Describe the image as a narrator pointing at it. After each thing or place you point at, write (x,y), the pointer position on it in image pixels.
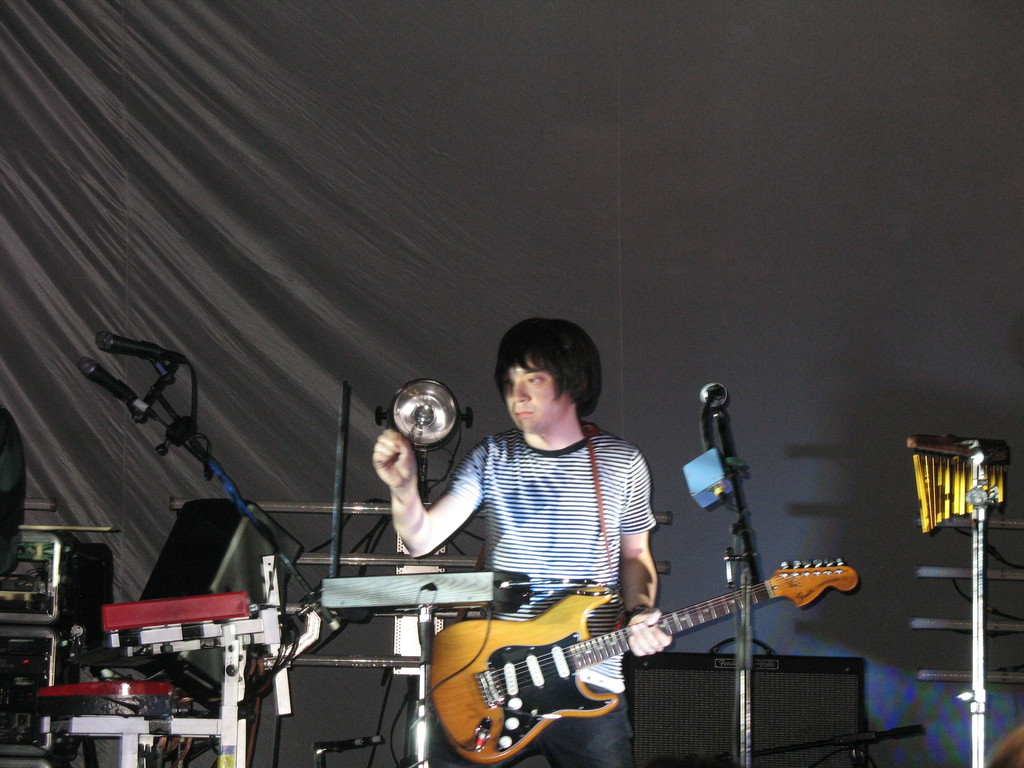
On the background (615,180) we can see a black colour cloth (575,220). Here we can see a person (614,521) standing in front of a mike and holding guitar (557,694). This is a light (399,429). These are mike's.
